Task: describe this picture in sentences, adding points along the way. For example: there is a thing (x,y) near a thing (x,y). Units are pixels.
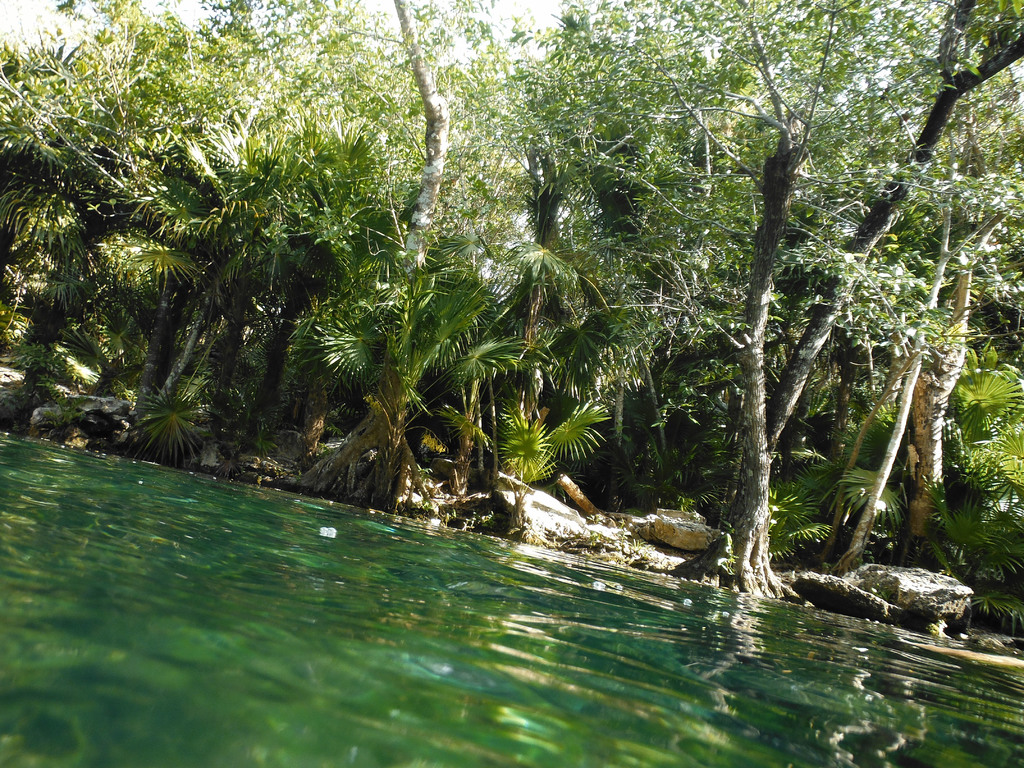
In this image we can see trees (475,263), sky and stones (638,522). At the bottom of the image (425,666) we can see water (564,729).
